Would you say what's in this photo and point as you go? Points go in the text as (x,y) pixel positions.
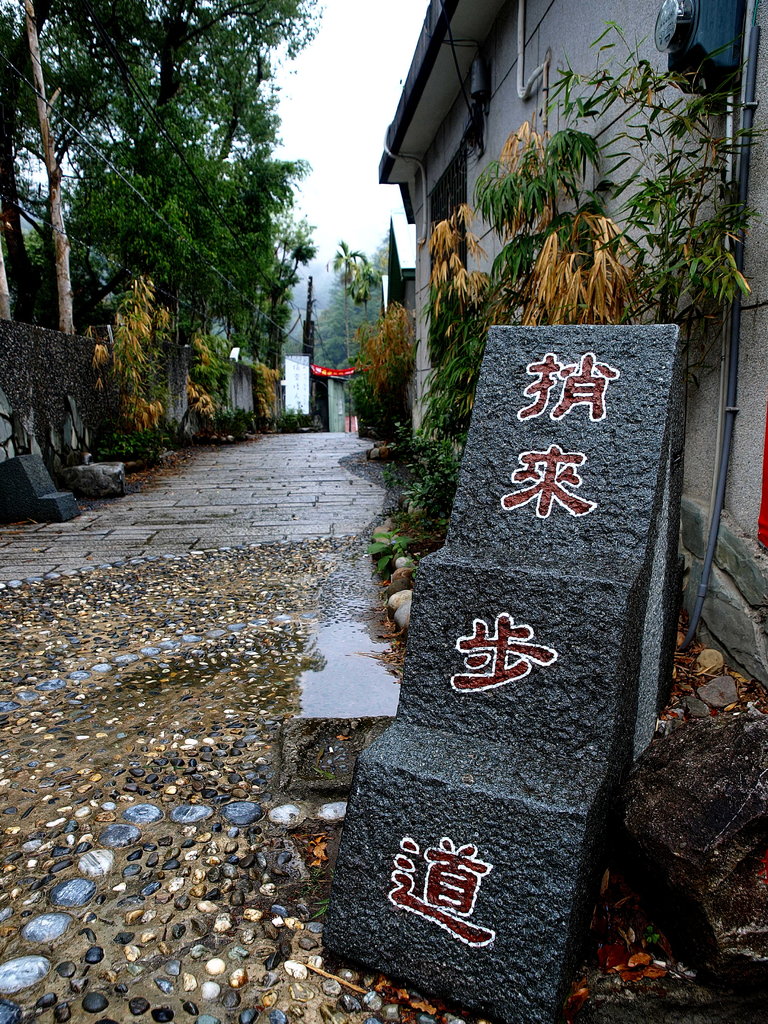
On the right side of the image (609,628) we can see a rock (759,851) and one solid structure (580,677) with some text (563,507) on it. In the center of the image (256,555) we can see the stones (230,713). In the background (264,259), we can see the sky (322,247), buildings (459,196), trees (194,244) and a few other objects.
